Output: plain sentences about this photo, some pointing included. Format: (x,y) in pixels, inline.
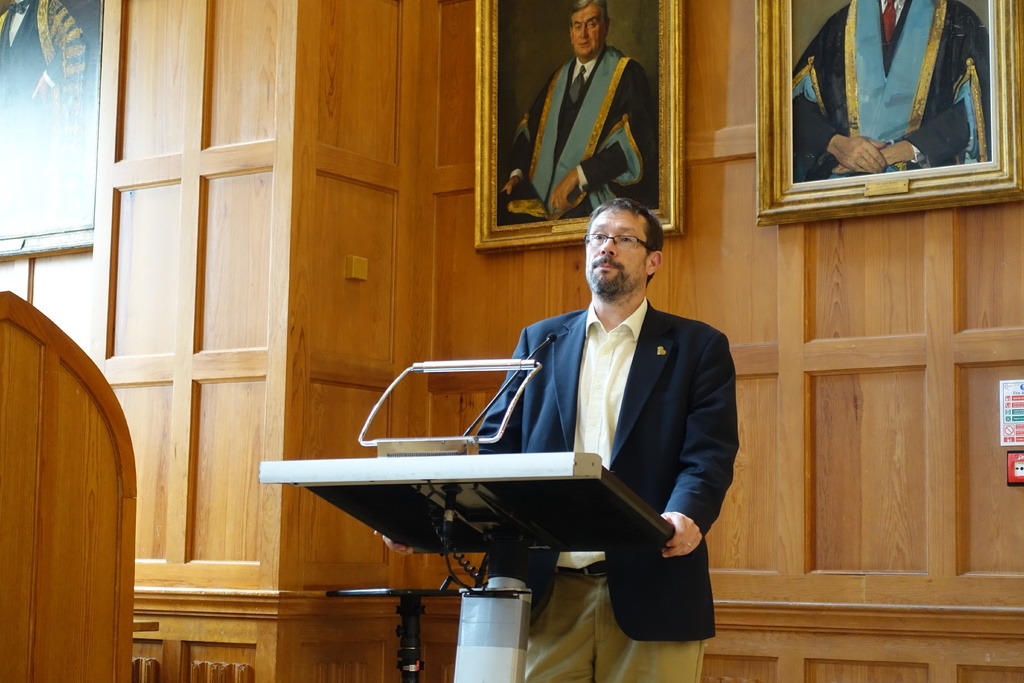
In the picture we can see a man (693,460) standing near the stand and talking in the microphone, a man (635,449) is wearing a blue blazer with white shirt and a belt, in the background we can see a wooden wall (940,346) with three photo frames (517,99).
